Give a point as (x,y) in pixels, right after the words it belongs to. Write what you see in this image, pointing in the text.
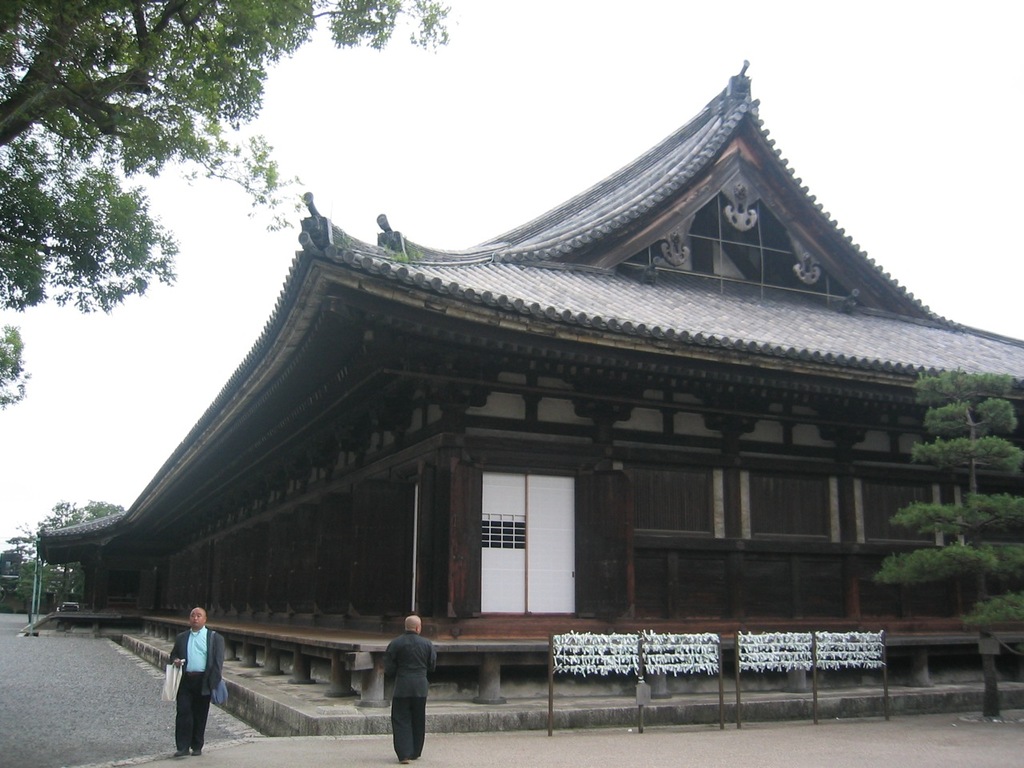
In the image we can see temple construction (627,481). There are even people (179,726) wearing clothes (185,696). Here we can see a footpath (168,712), trees (976,488) and the white sky (842,163).
